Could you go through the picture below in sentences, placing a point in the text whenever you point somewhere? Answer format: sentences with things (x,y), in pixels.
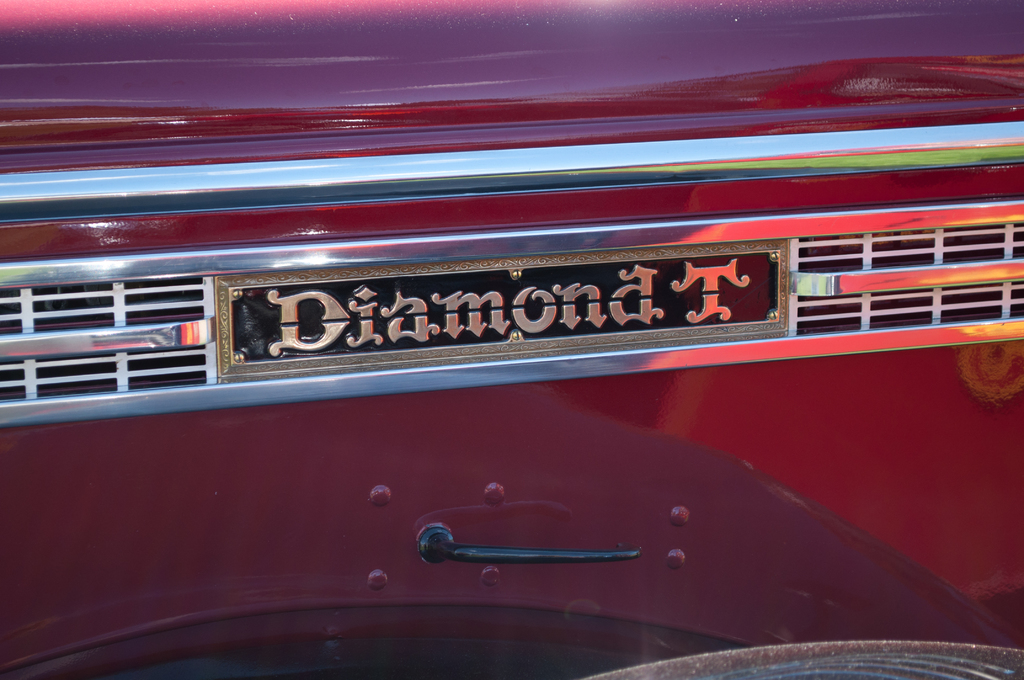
Picture of a vehicle (476,104). Something written on this black surface (759,298). This is handle (470,554).
